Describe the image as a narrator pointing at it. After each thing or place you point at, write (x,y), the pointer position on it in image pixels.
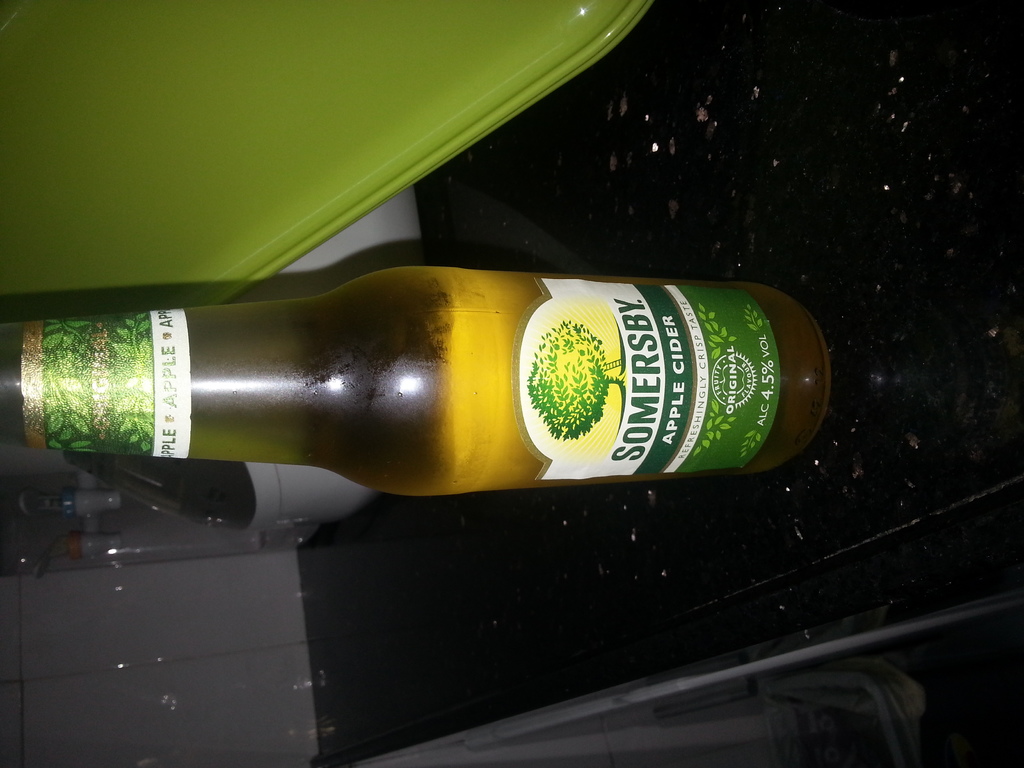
In this image we can see a bottle (336,346) with a drink (386,400) on a surface (849,384). On the bottle (514,374) we can see a label (599,405) and on the label (640,429) we can see the text (675,337) and a logo (574,349). At the top (323,46) we can see a green object (383,41). On the left side (293,512), we can see few objects (74,541).
